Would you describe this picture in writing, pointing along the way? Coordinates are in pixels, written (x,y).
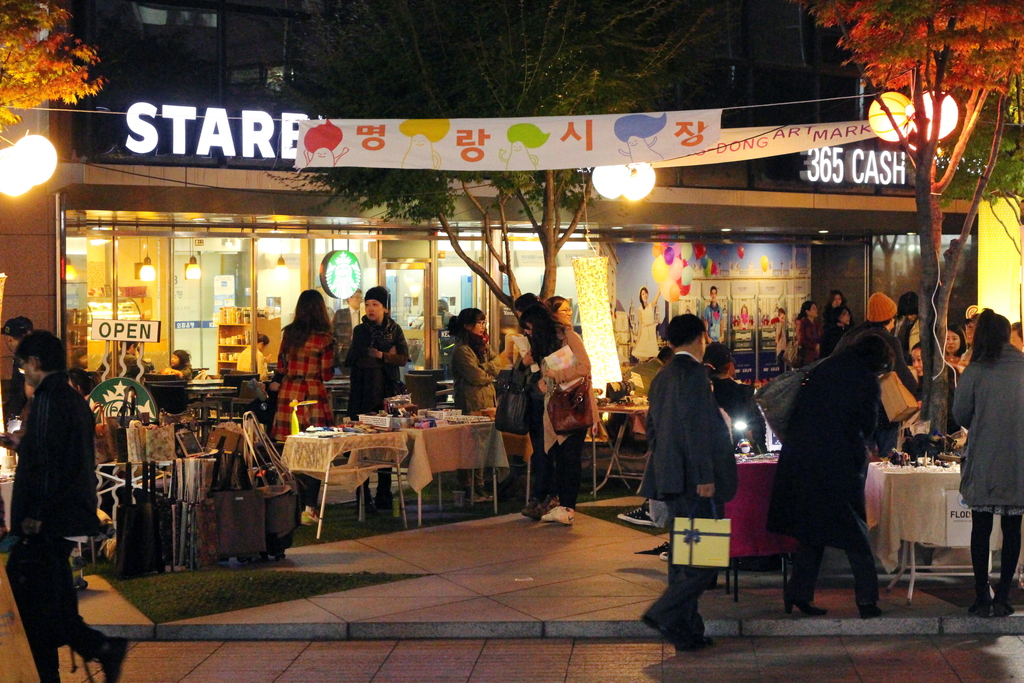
In this image can see some people (536,467), bags (237,442), tables (338,440), trees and other objects (293,406). In the background of the image (273,292) there are lights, boards (744,267), wall (9,308), glasses (172,294), buildings (76,194), trees (19,52) and other objects (344,144). At the bottom of the image (333,674) there is the floor (561,573).
